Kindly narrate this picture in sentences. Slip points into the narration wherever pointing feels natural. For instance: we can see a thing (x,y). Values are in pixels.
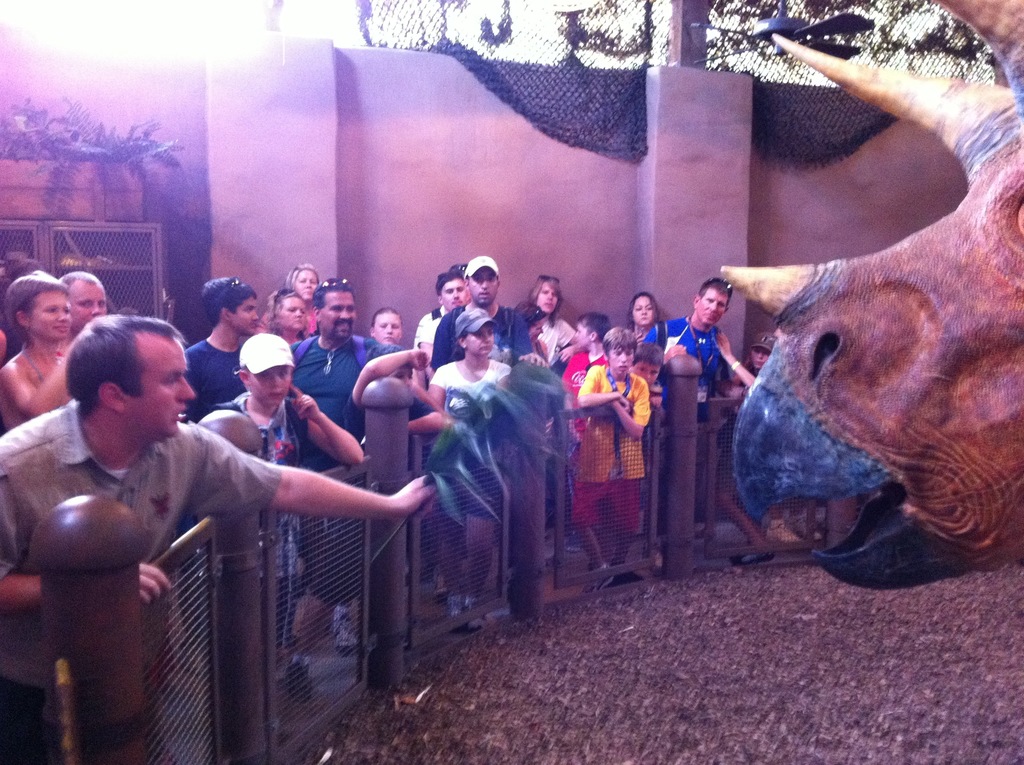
I can see a group of people (271,323) standing. This looks like a fence (684,495). This man (284,469) is holding a leaf (449,470) in his hand (409,489). I think this is an animal (881,380). Here is the wall (680,171) with the pillars (648,282). I can see a flower pot (128,200) with the plants (83,148).
